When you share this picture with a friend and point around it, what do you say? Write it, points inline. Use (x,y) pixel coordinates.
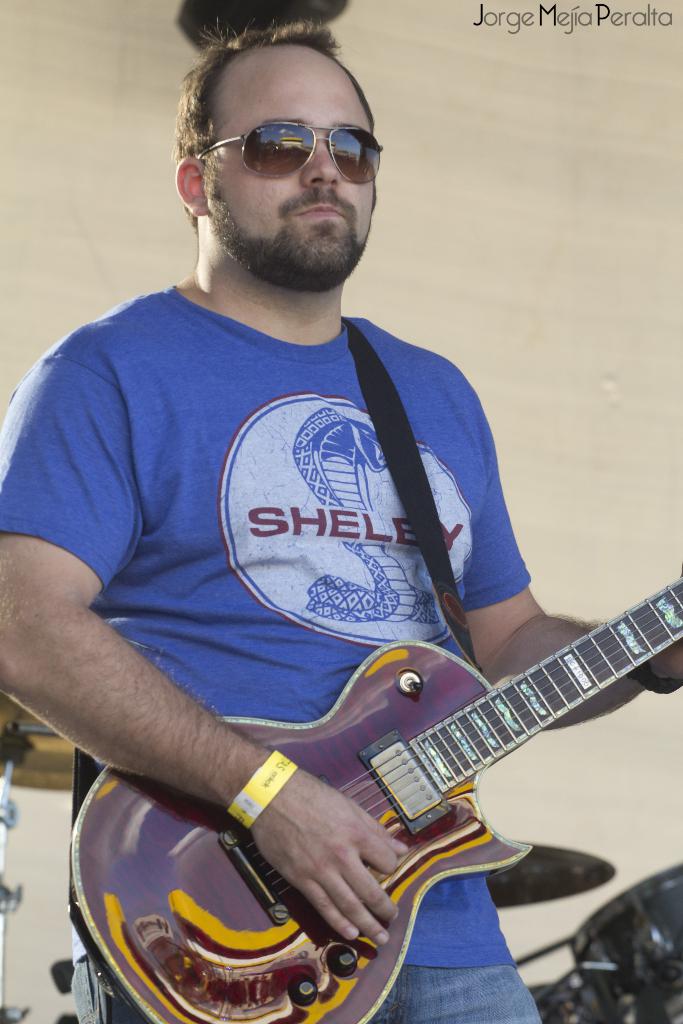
In this image in the center (236,432) there is one man (250,618) who is standing, and he is playing a guitar (208,901). On the background (371,78) there is a wall (45,173).
